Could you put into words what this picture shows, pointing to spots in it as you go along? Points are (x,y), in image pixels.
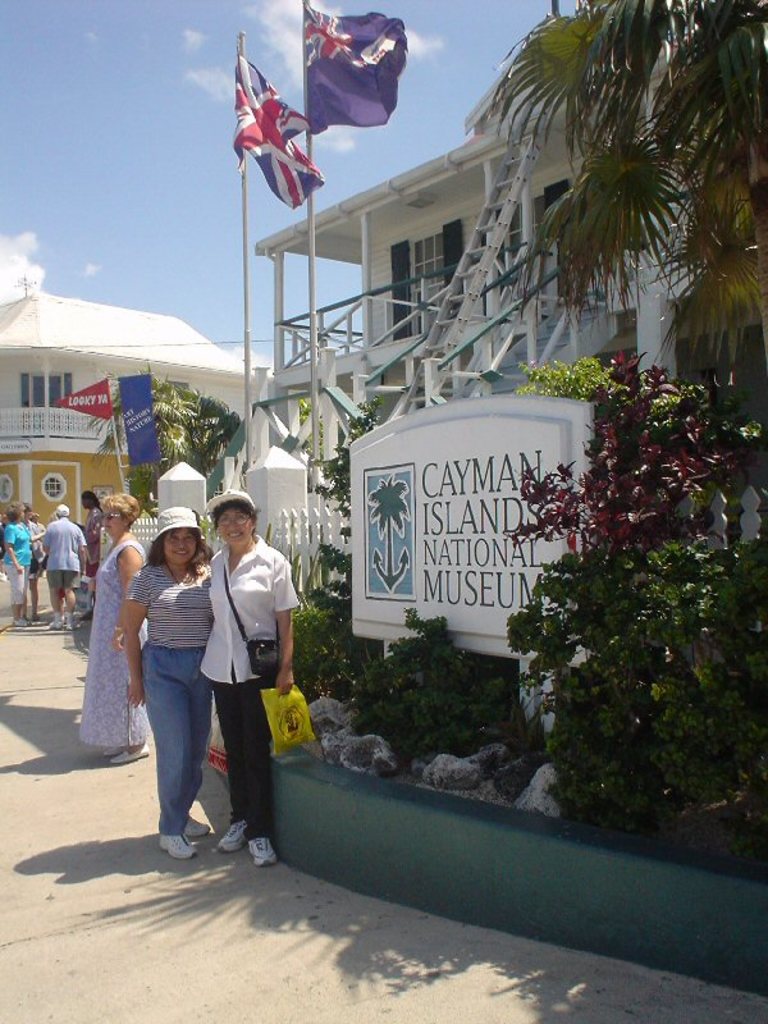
In this image, we can see some people (35,522) standing and there are some plants (580,266), there are some buildings (7,459), at the top (249,206) there is a blue sky (94,183).
